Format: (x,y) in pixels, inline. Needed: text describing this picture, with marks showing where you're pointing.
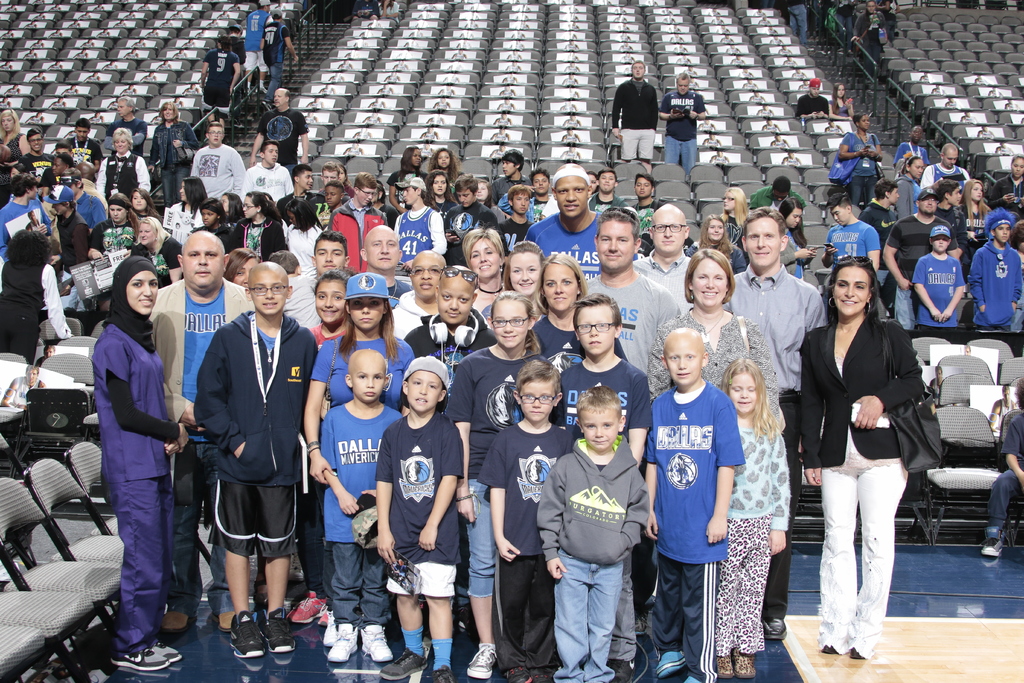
In the middle of the image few people (359,208) are standing and smiling. Behind them there are some chairs (197,110).
